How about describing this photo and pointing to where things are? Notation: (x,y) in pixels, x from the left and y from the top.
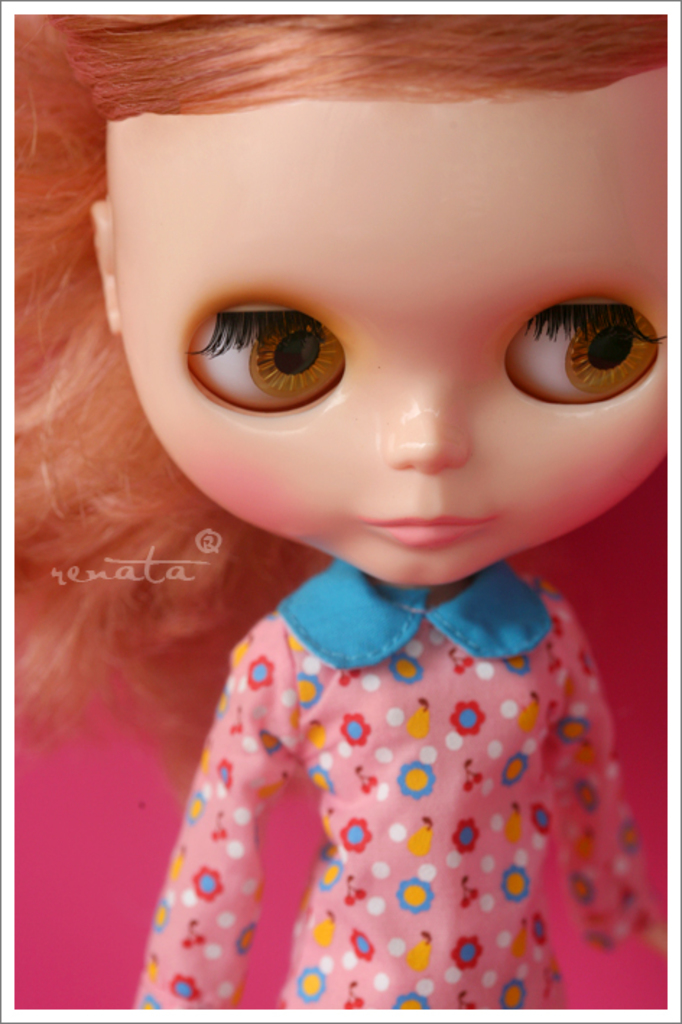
In this picture we can see a toy (237,691).
